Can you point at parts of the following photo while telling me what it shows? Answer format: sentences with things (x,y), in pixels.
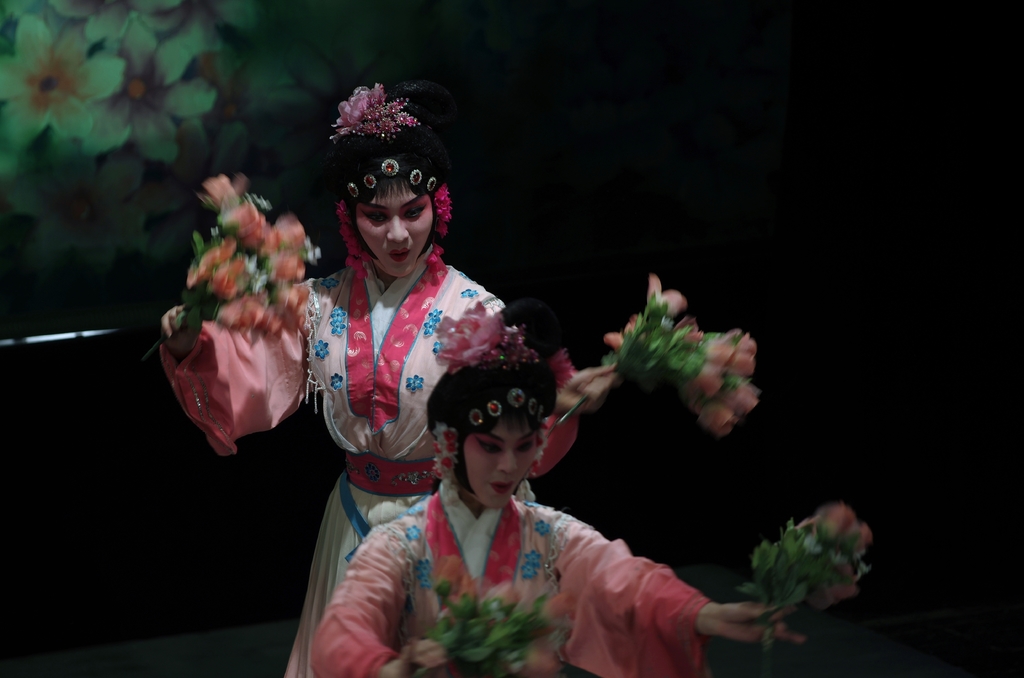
This picture shows two women (389,103) performing an act.
